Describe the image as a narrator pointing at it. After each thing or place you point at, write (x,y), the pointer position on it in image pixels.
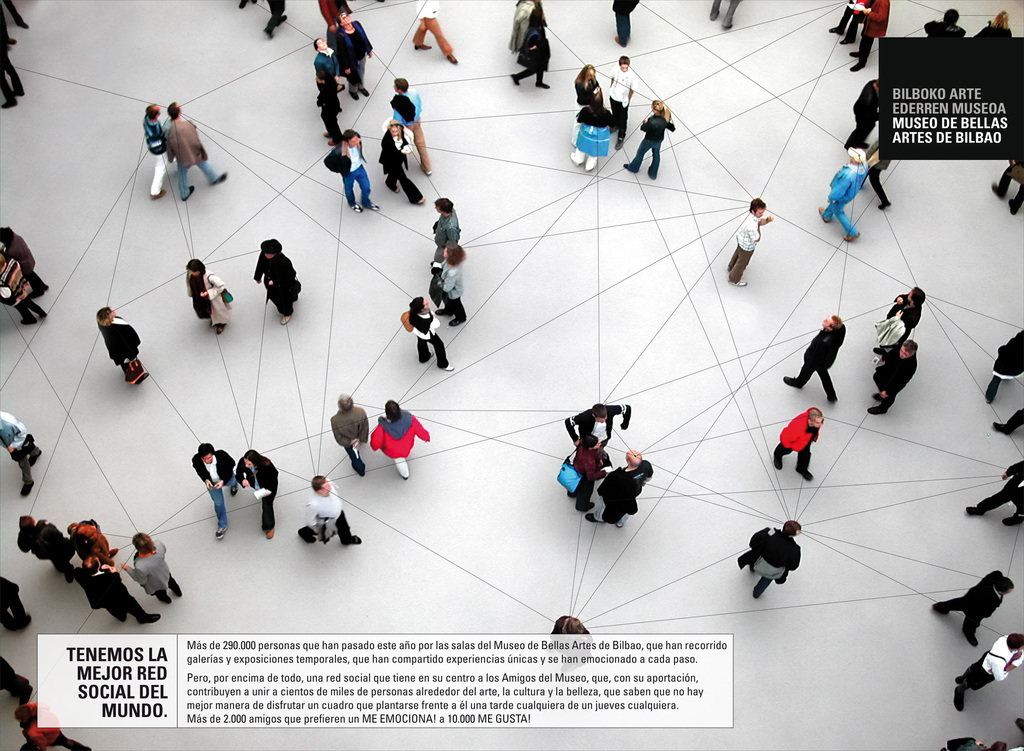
In this picture we can see a group of people (980,616) where some are standing and some are walking on the floor (321,601), bags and some text (119,671).
